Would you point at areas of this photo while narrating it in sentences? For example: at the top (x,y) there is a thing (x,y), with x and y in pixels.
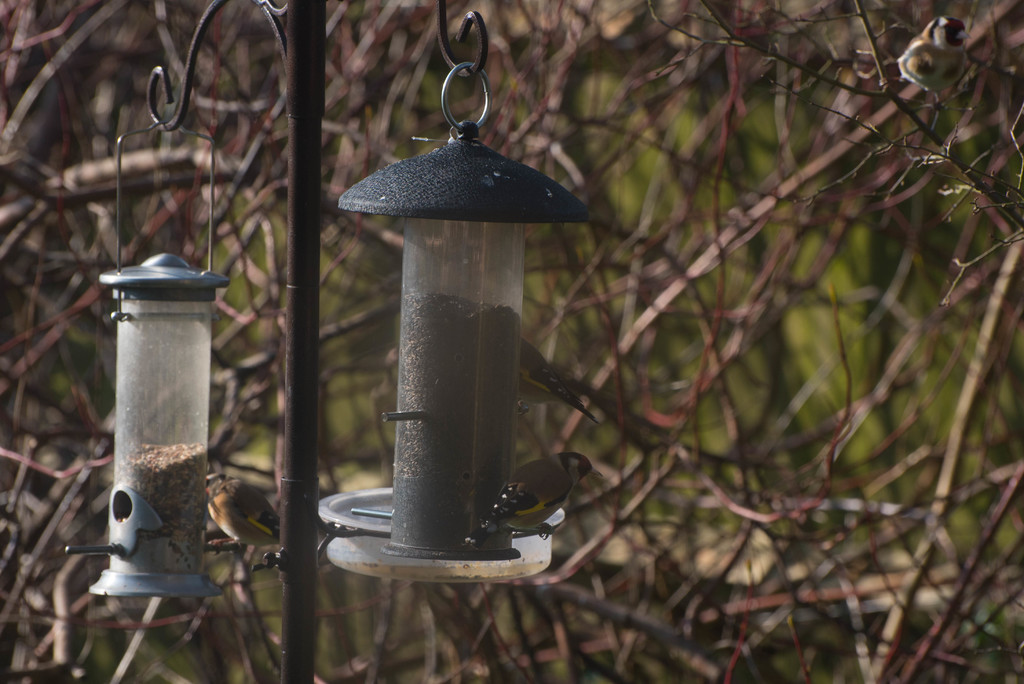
In the foreground of this image (301,582), there is a bird feeding station (402,473) where few birds (528,505) are present. In the background (836,522), there is a tree (598,646) without leaves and a bird (958,65) on it. Behind it there is greenery (802,345).
